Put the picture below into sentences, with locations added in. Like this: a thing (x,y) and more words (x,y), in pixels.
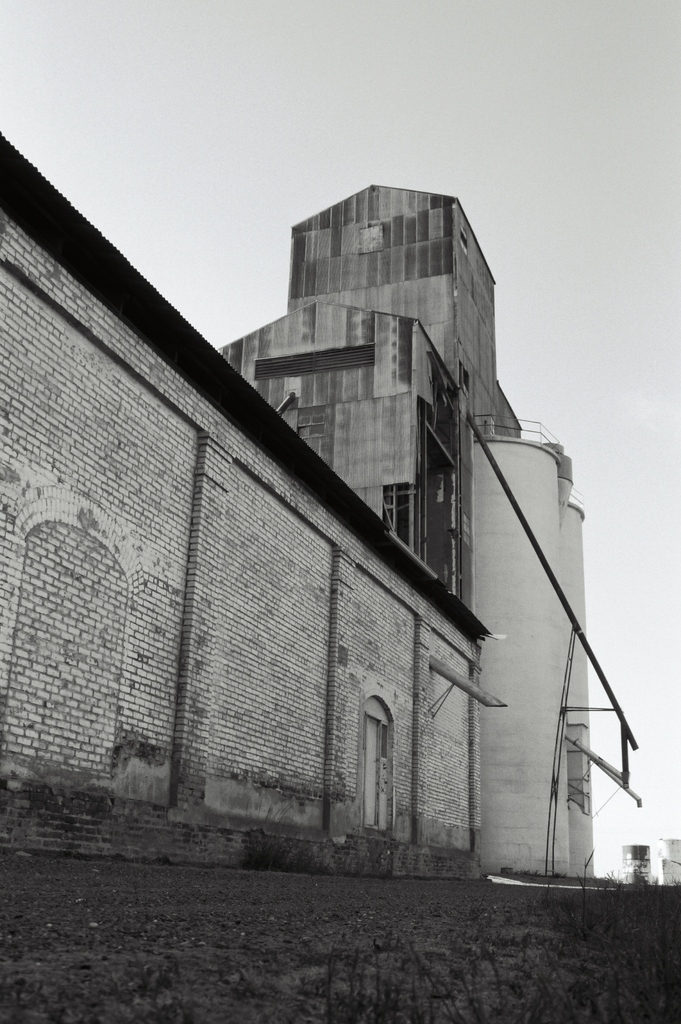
In this image, there is a house (357,653) and there is a building (401,309), at the top (540,219) there is a sky (540,282) which is cloudy.
